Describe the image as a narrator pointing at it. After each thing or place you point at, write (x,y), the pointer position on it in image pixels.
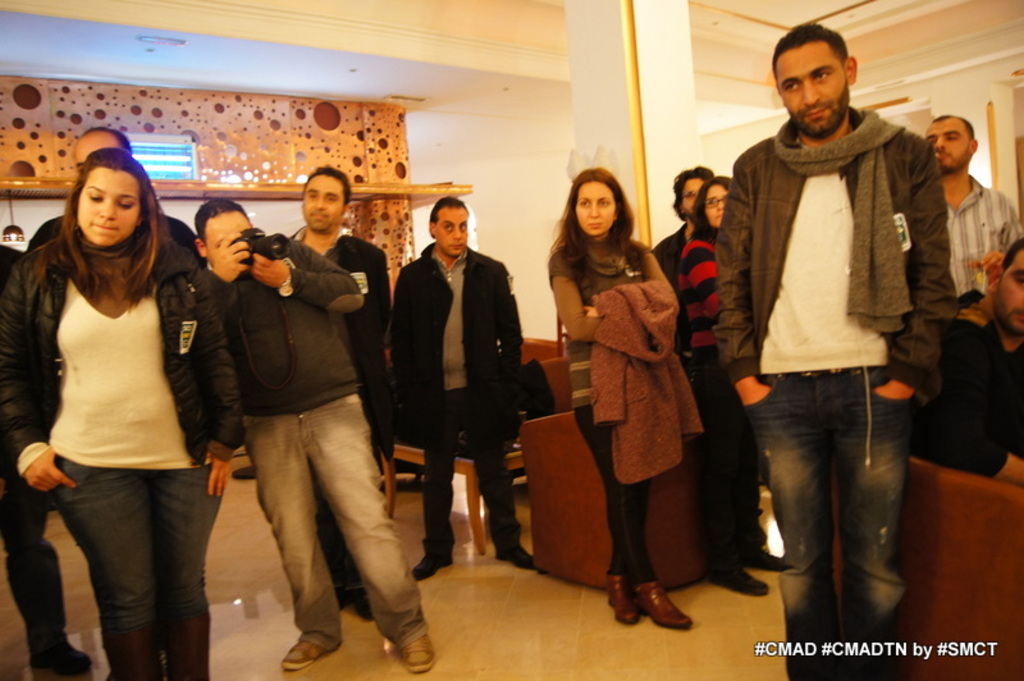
In the image we can see there are people (654,281) standing on the floor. A man (308,346) is holding camera (274,243) in his hand (285,270) and a woman (621,430) is holding a jacket (623,360) in her hand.
